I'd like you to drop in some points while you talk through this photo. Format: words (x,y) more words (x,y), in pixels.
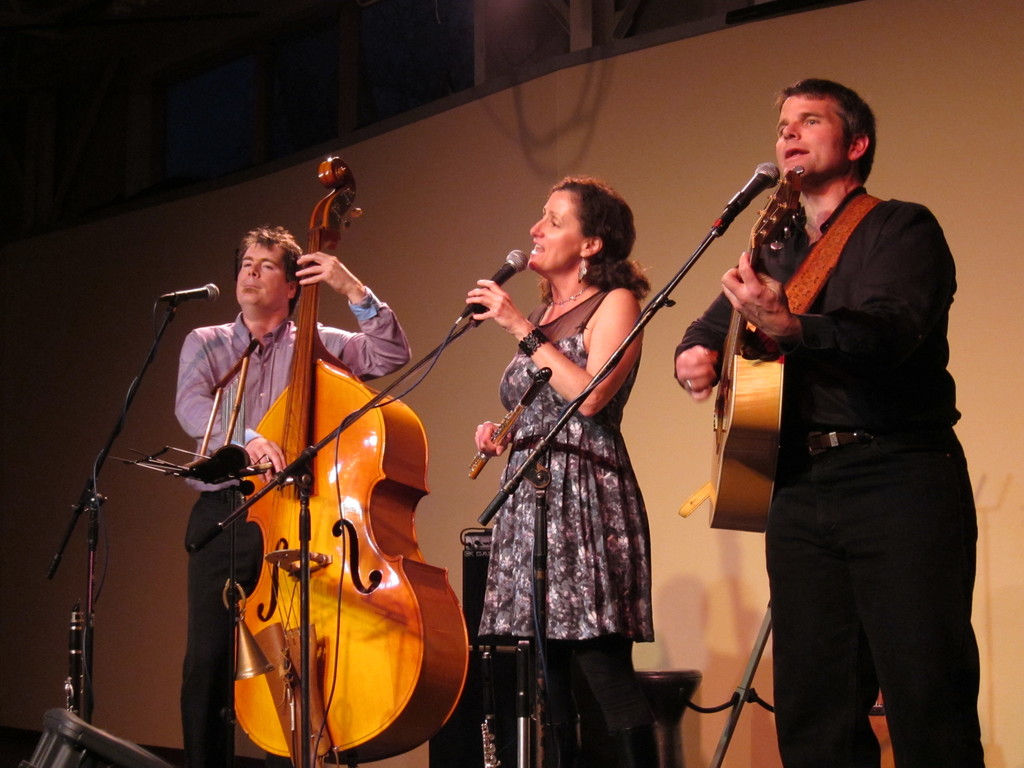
It looks like a music show there are three people (621,407) standing two of them are holding a bass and a guitar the middle person (593,465) is singing a song there are three mikes (603,376) in front of them in the background (622,163) there is a music system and a plain cloth (484,171).
